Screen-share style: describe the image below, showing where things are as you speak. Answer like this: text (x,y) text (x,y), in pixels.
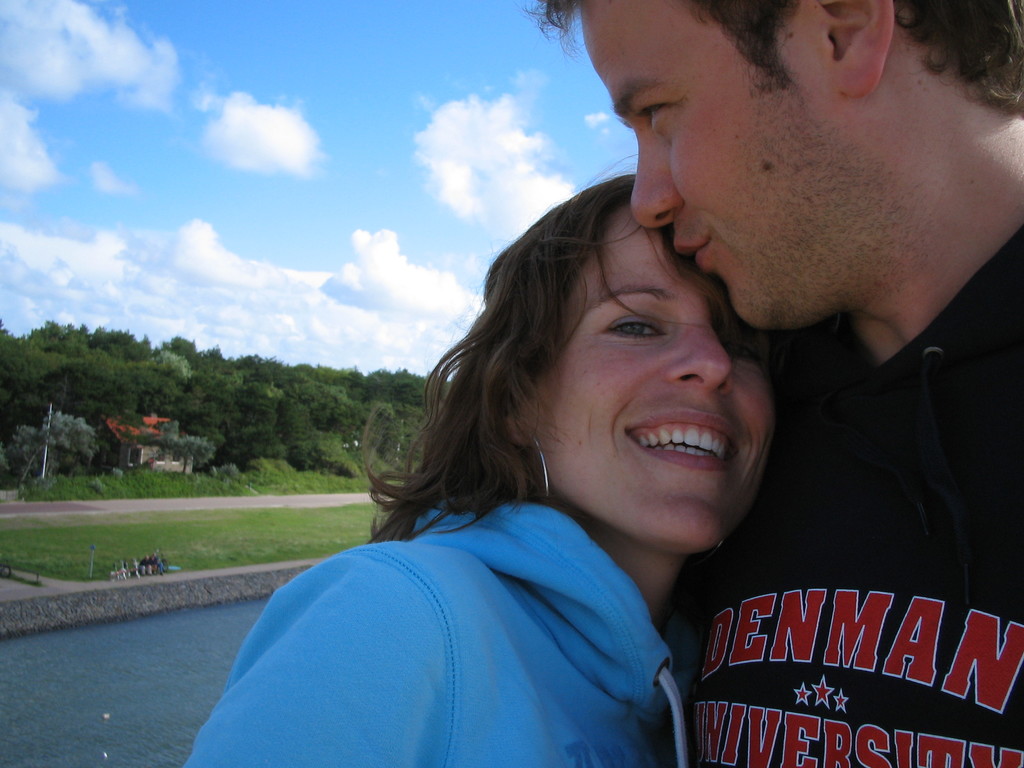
In this image we can see some persons (917,583). In the background (242,631), we can see water (157,642), a building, group of trees (178,425), poles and the cloudy sky (253,302).
